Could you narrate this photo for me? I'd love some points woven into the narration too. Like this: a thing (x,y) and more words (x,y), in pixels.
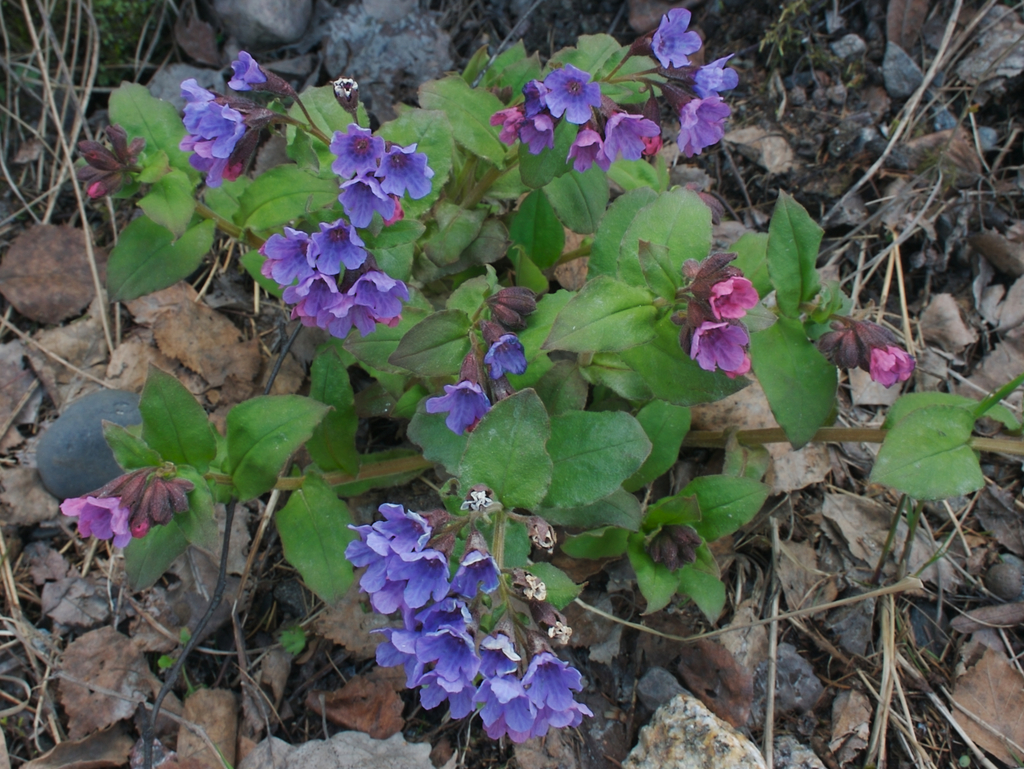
In this picture we can see a plant (649,333) and flowers (449,410) in the front (470,252), at the bottom (745,685) there are some leaves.
